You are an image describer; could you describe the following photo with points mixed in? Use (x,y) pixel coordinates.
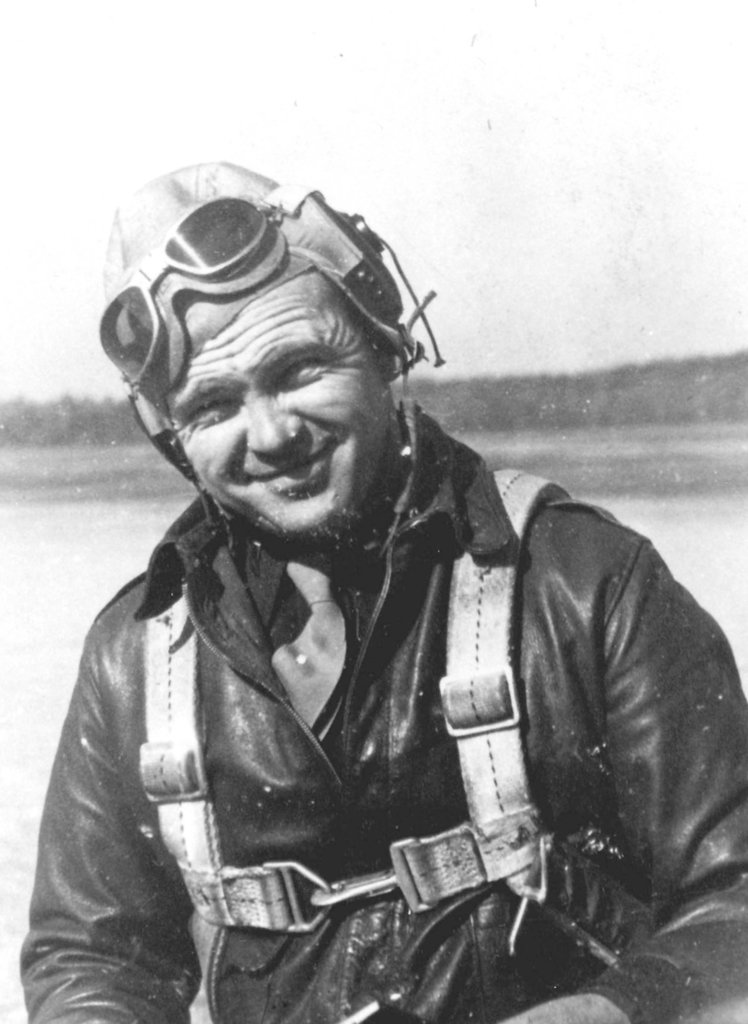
A man (481,788) is there, he wore black color coat (527,741). Behind him there is water (133,536).
